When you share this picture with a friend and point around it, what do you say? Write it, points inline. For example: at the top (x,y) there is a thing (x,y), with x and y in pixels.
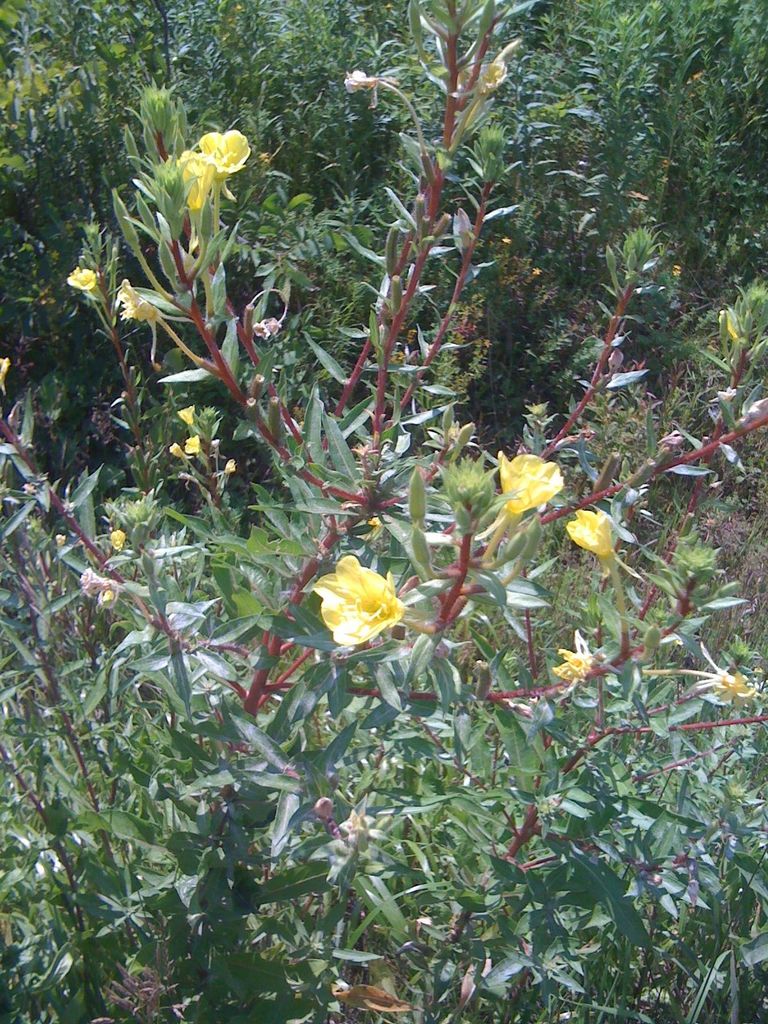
In the foreground of this image (468,553), there are few flowers (536,506) to the plant (363,778). In the background (555,176), there are plants (655,101).
